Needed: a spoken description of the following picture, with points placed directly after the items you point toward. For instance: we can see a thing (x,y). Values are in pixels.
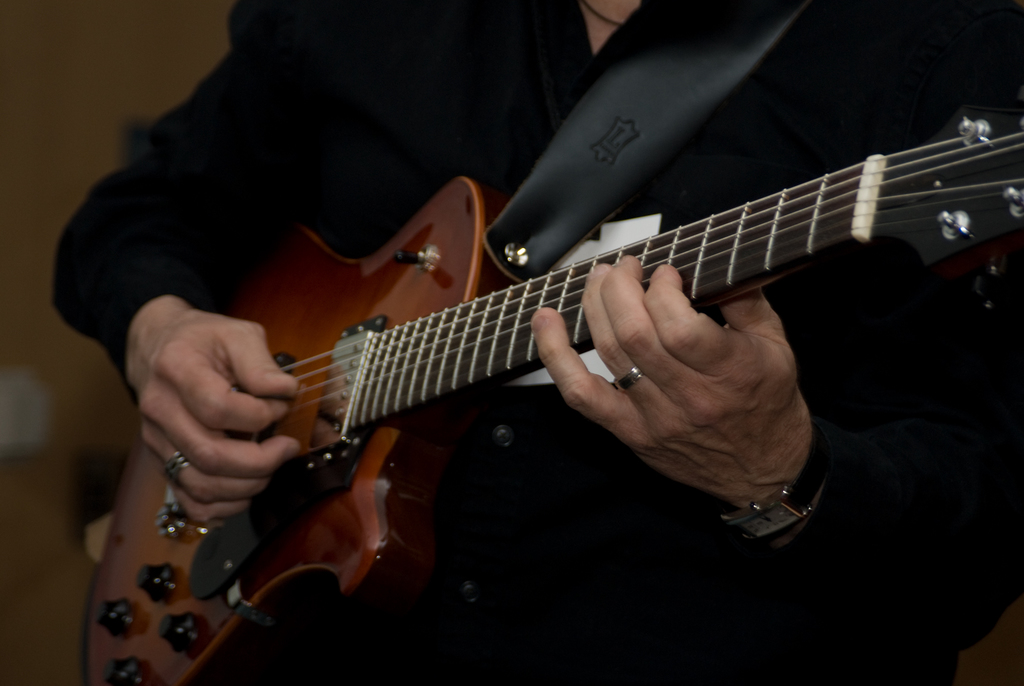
In this picture there is a person (457,115) in black suit (700,170) playing guitar (370,385). There is a watch (805,511) to his hand (731,457).
